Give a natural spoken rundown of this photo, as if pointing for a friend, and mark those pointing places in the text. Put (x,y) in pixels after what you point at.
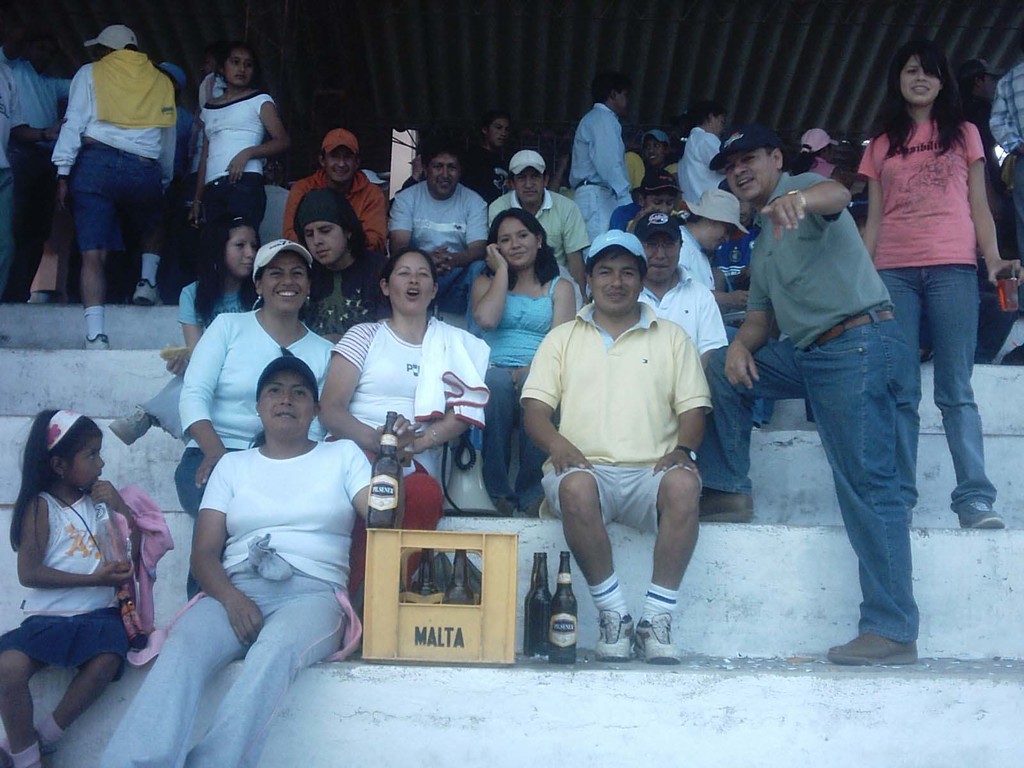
In the image we can see there are many people (370,376) wearing clothes (494,418) and shoes (608,621), and some of them are wearing a cap (665,227). They are sitting on the stairs (638,620) and some of them are standing. This is a container (395,595) and bottles (453,600), these are the stairs (688,723) and wrist watch (692,450).
